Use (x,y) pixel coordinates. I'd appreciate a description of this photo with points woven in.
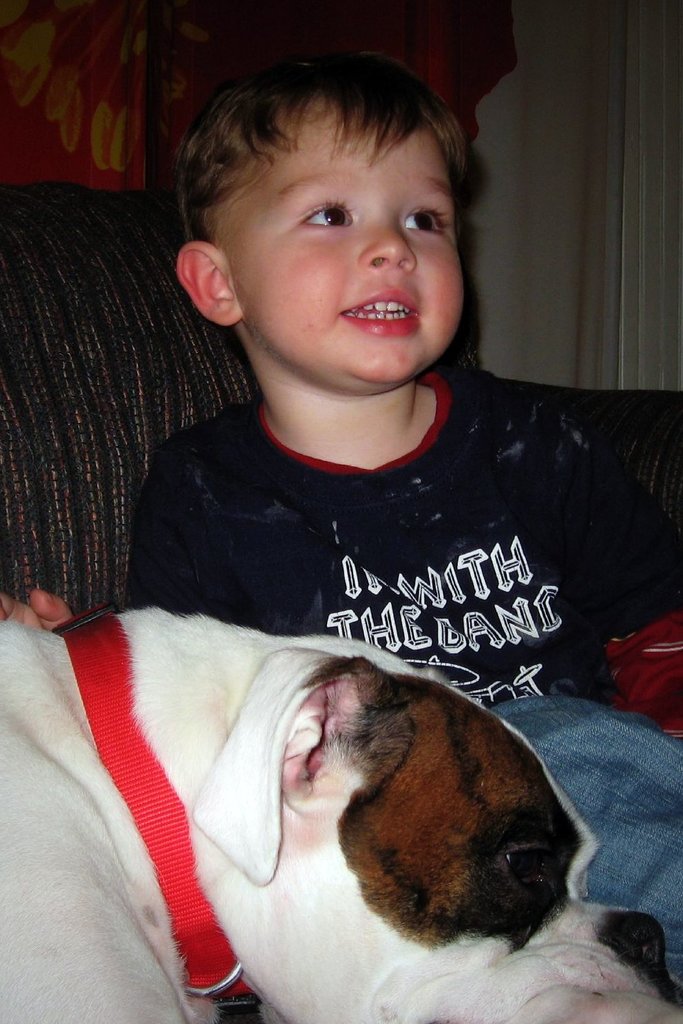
In this image I can see a person (391,597) with the dog (261,857).
